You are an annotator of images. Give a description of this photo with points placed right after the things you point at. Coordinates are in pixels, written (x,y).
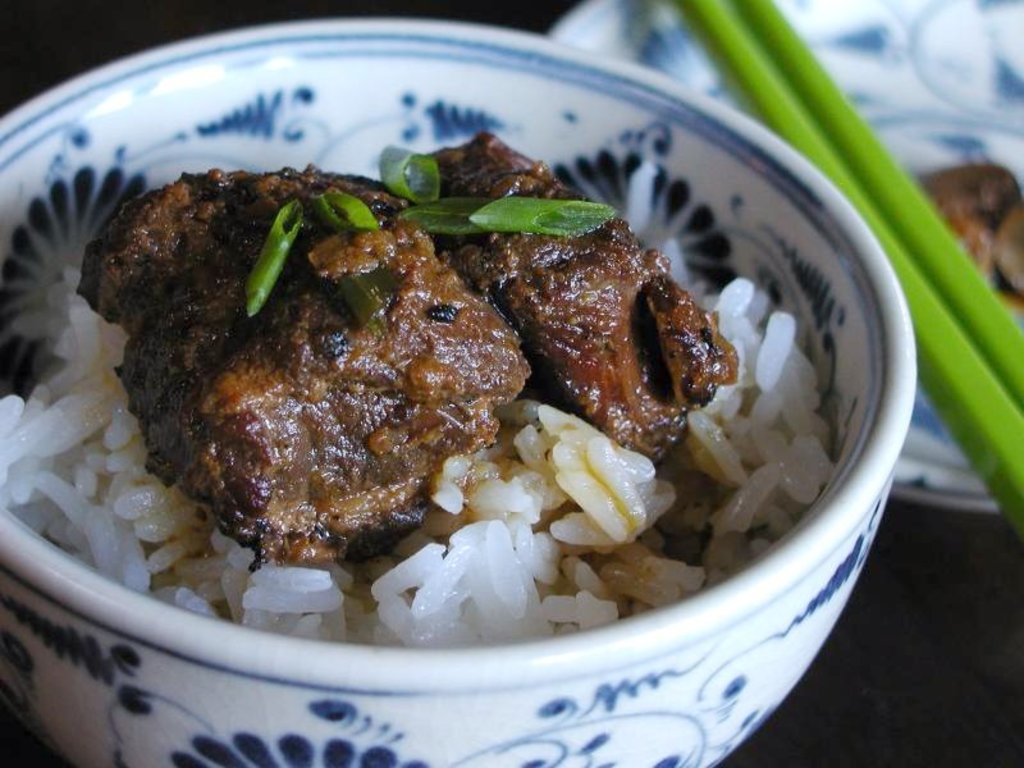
In this image I can see a black colored surface (944,664) and on it I can see a plate (951,72) which is white and blue in color and on the plate (901,78) I can see chopsticks (801,78) and a brown colored food item (976,172) and I can see a bowl (749,640) which is white and blue in color and in the bowl (707,657) I can see some rice (596,544) and a food item (340,303) which is brown and green in color.
